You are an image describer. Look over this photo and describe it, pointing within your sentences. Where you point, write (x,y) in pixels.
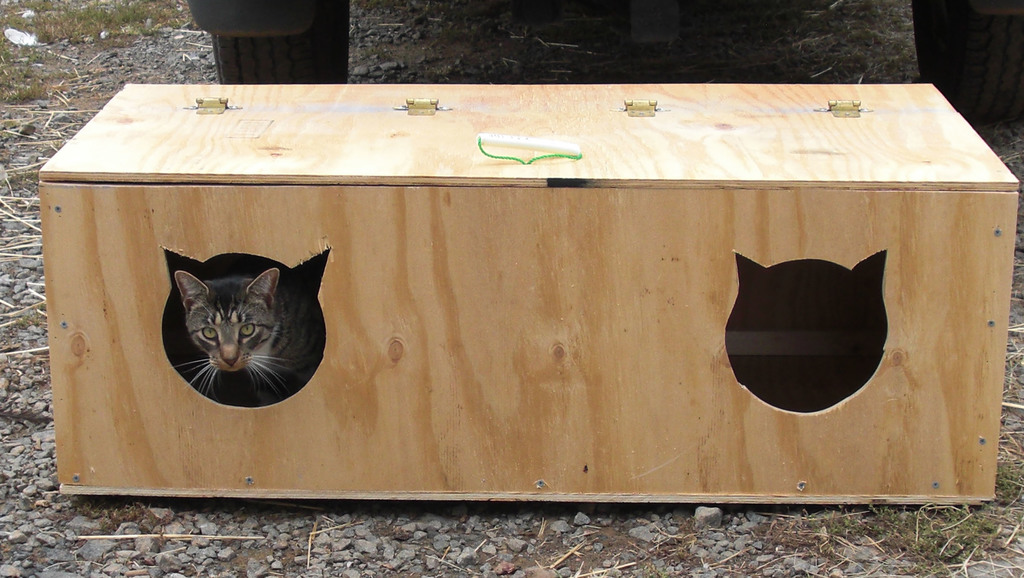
In the image we can see a wooden box (593,284). In the box (326,321) there is a cat (233,329). Here we can see stones (341,544) and two tires (306,56) of the vehicle (973,56). We can even see grass (51,40).
